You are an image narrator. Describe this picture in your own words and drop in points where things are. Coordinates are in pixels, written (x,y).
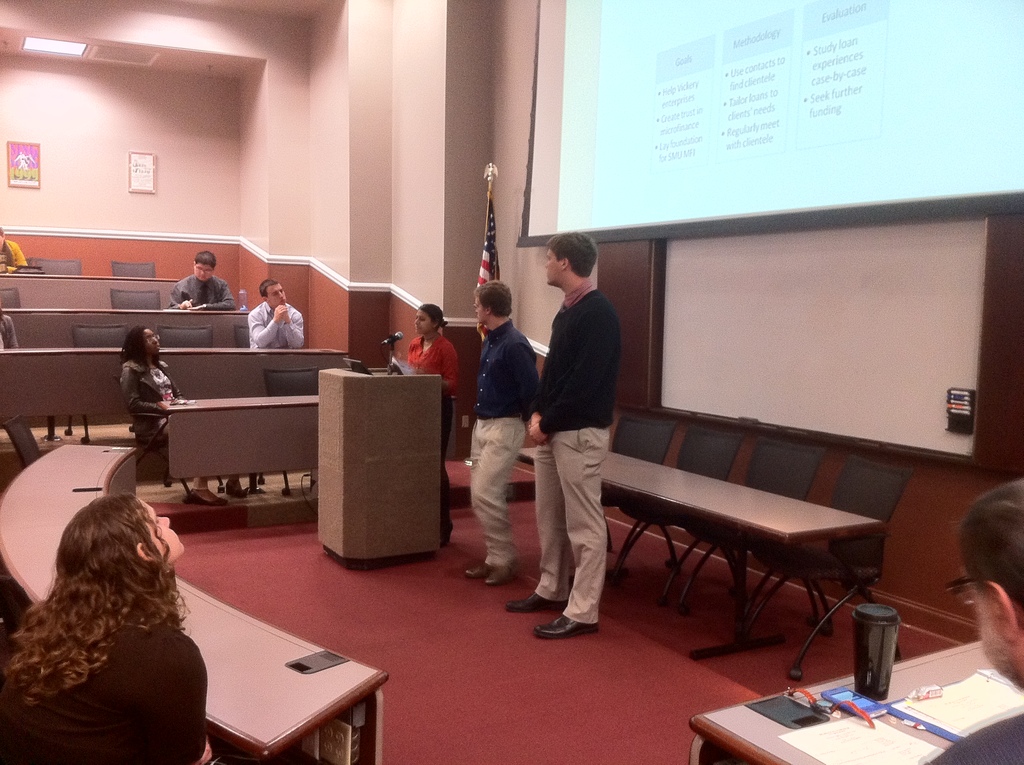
The image is taken in the room (364,240). In the center of the room (449,231) there is a lady (429,358) standing and talking on the mic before her there is a podium (375,462). There are tables (41,374) and benches (39,398) in the room (494,658). There are two men (483,450) standing in the center (472,482). In the background (572,191) there is a screen (778,188). There are chairs (791,477). We can also see bottles (878,674), papers (828,736) and mobiles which are placed on the tables (310,701).
